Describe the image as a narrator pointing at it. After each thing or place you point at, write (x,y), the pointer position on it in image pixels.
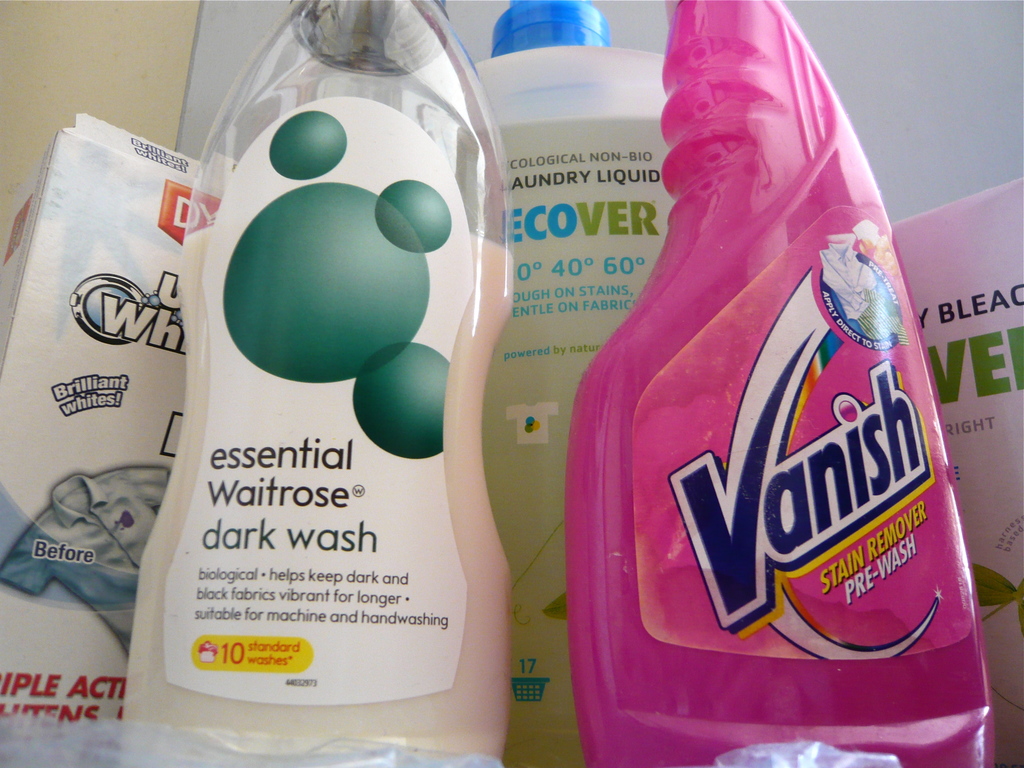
There are three bottles (326,355) two boxes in a room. The bottle (452,390) has a sticker (719,423).
